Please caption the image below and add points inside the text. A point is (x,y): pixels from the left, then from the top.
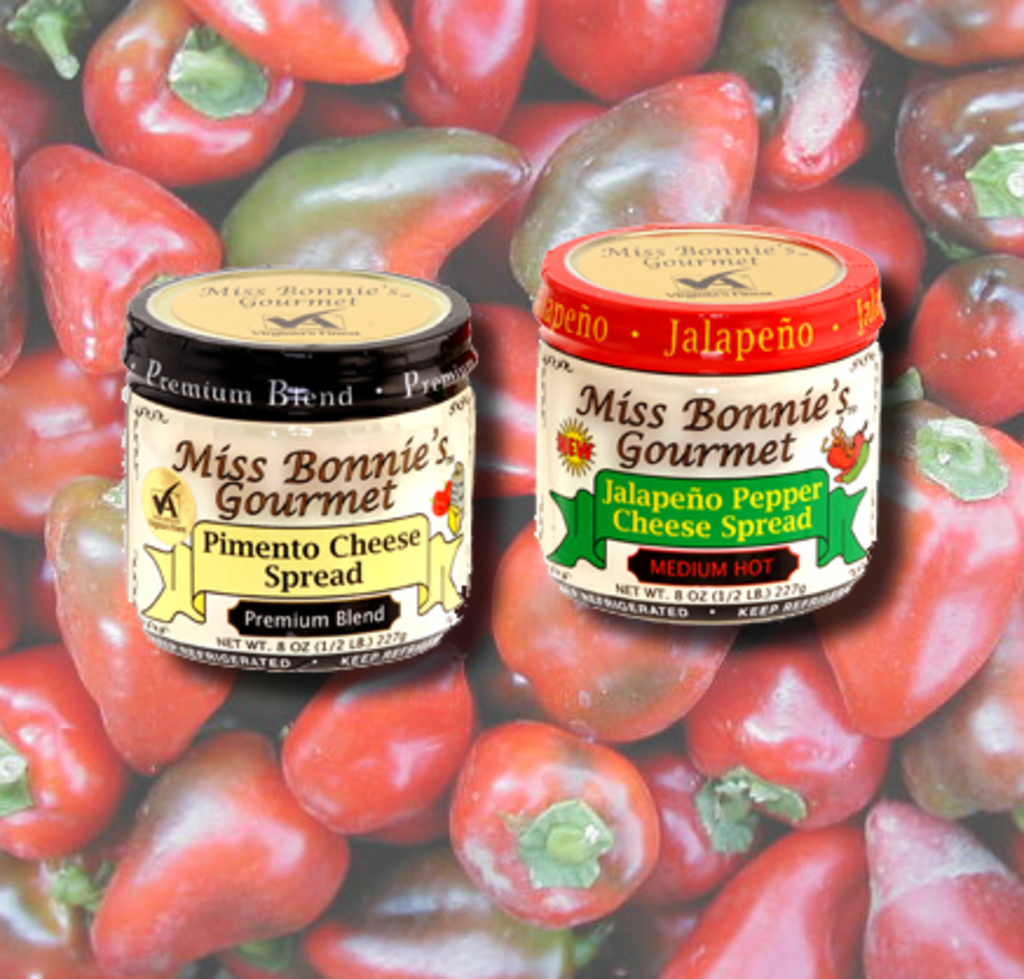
This is an edited image. We can see two objects (362,539). Behind the objects (431,420) there are chillies (133,848).
